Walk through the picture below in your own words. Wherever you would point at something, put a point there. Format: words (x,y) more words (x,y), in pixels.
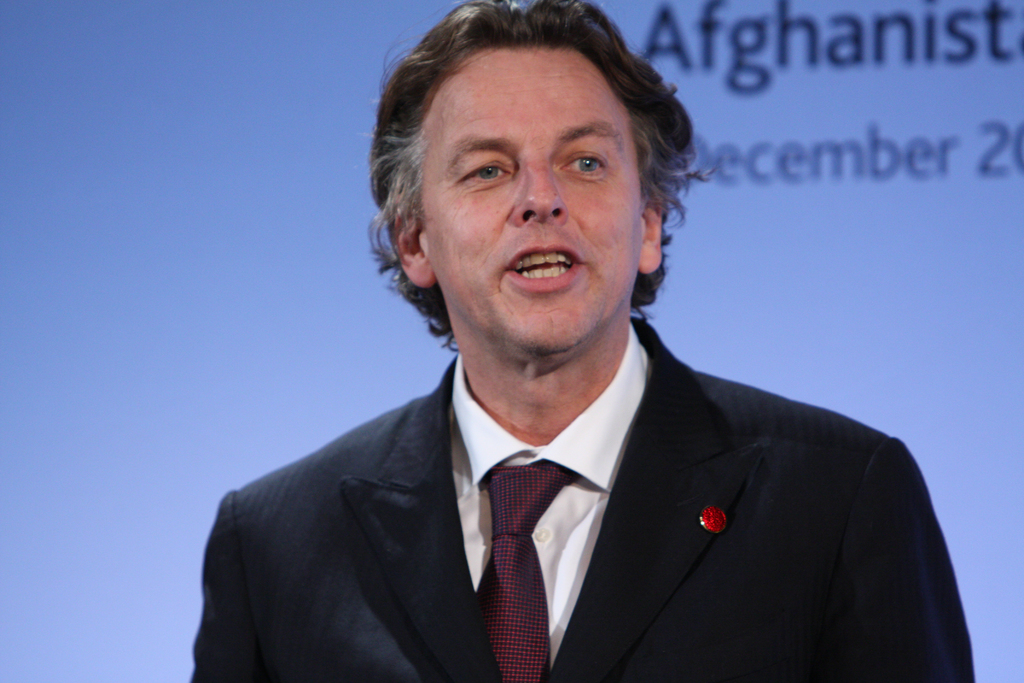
In this image there is a man (722,520) he is wearing black coat (748,547), in the background (834,15) there is a wall (990,340) on that wall (916,205) there is some text (896,37).
